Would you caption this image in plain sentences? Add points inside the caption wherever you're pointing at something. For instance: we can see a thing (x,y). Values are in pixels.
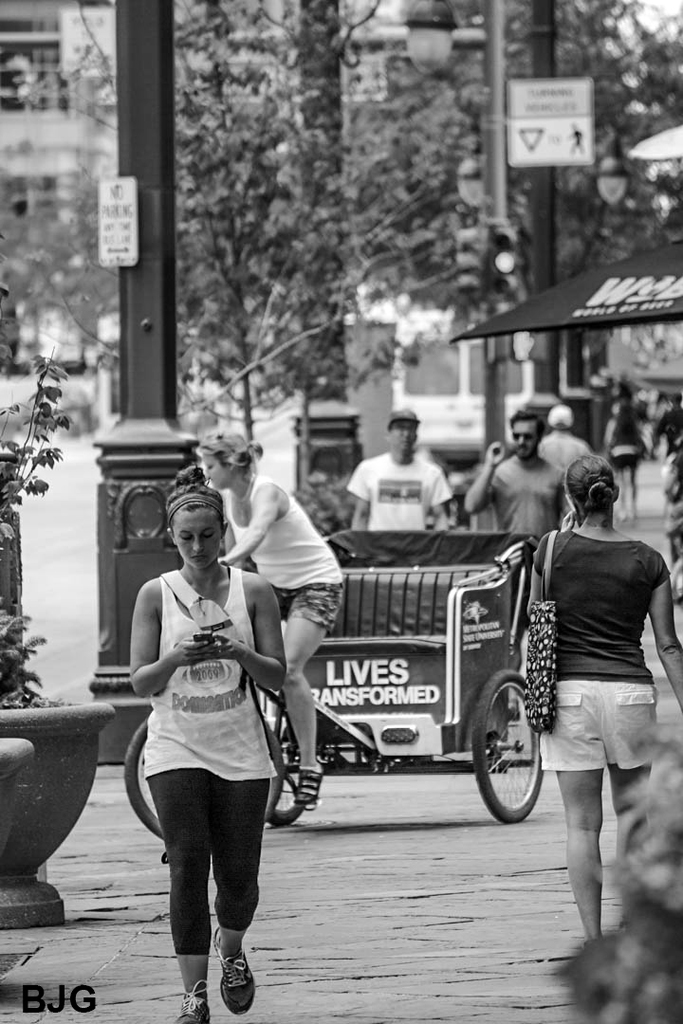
This is a black and white picture. This picture is clicked outside the city. At the bottom (467,890), we see the road (432,876). In front of the picture, we see a woman (190,618) is walking and she is holding a mobile phone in her hands (179,659). Behind her, we see a woman (313,581) is riding a rickshaw (309,665). On the right side (549,589), we see a woman (652,617) is standing and she is wearing a handbag (551,603). We see a board (508,646) in black color with some text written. On the left side (23,815), we see a plant pot (23,815). Behind that, we see a pole (143,346) and a board (128,242) in white color with some text (114,219) written. In the background (487,349), we see three men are standing and behind them, we see a pole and a board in white color with some text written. There are trees (405,183) and the buildings (104,86) in the background (389,193).
